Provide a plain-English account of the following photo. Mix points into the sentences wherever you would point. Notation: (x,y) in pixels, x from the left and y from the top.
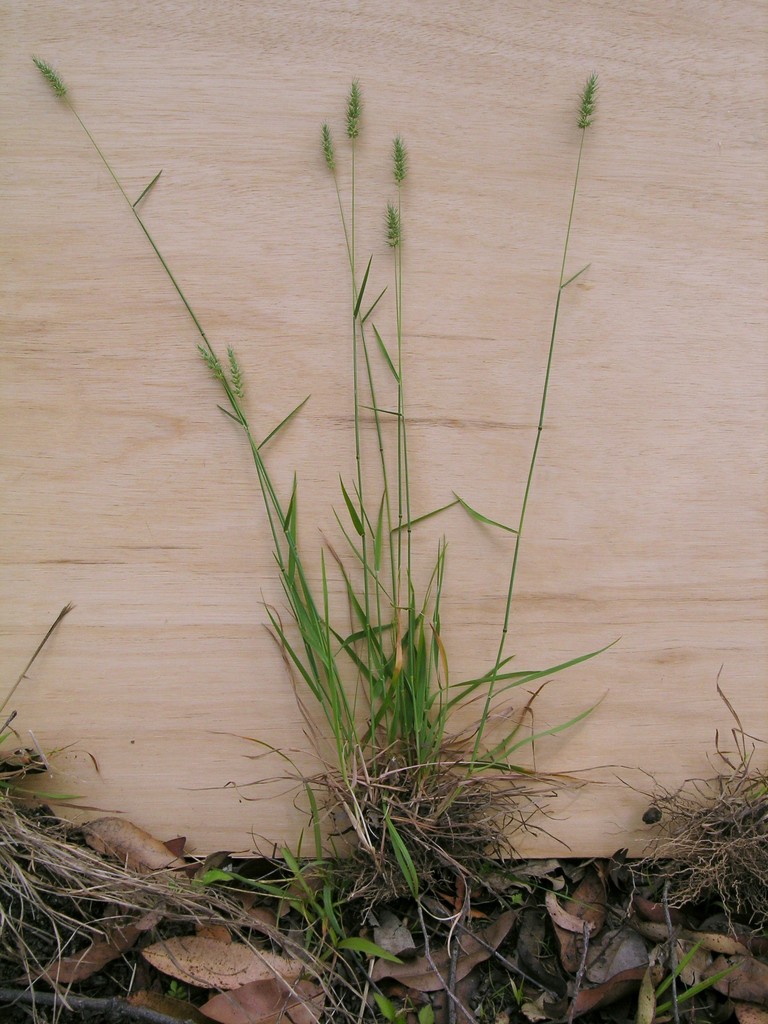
In this picture I can see some plants (436,748) side of the wooden thing (614,616).
